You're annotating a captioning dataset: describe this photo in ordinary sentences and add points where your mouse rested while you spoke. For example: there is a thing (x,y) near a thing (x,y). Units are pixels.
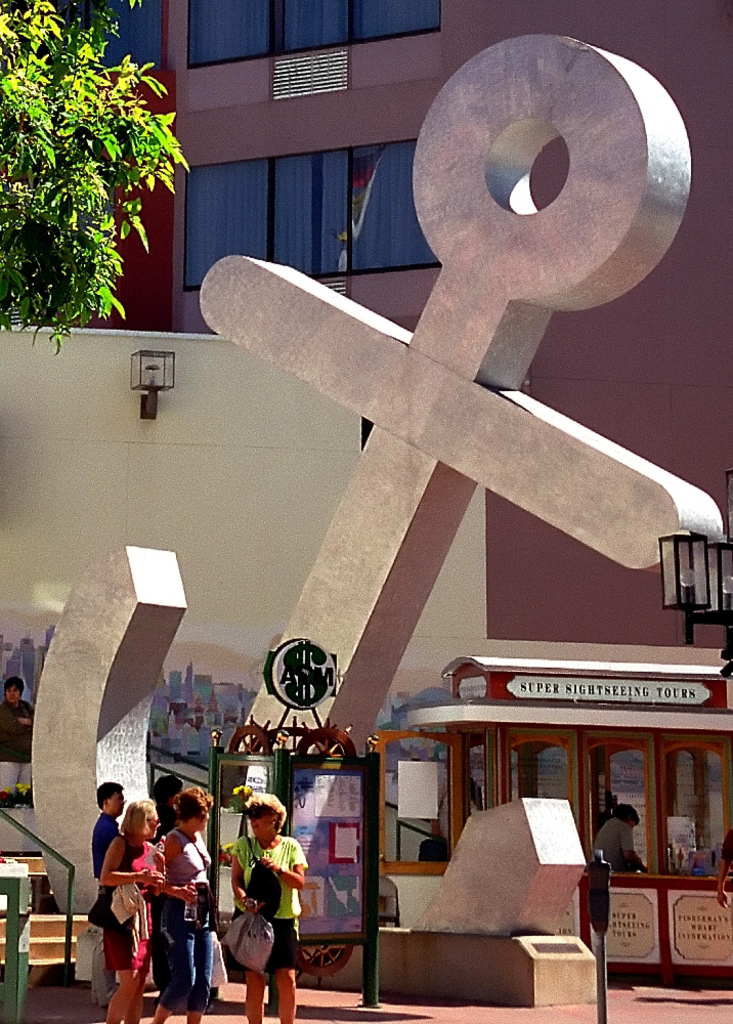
In this image I can see an anchor shaped statue (303,630). Also there are group of people (116,1002), there are lights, there is a vehicle (589,732), a wall (247,503), a tree (25,122) and in the background (259,141) there is a building (265,55).
